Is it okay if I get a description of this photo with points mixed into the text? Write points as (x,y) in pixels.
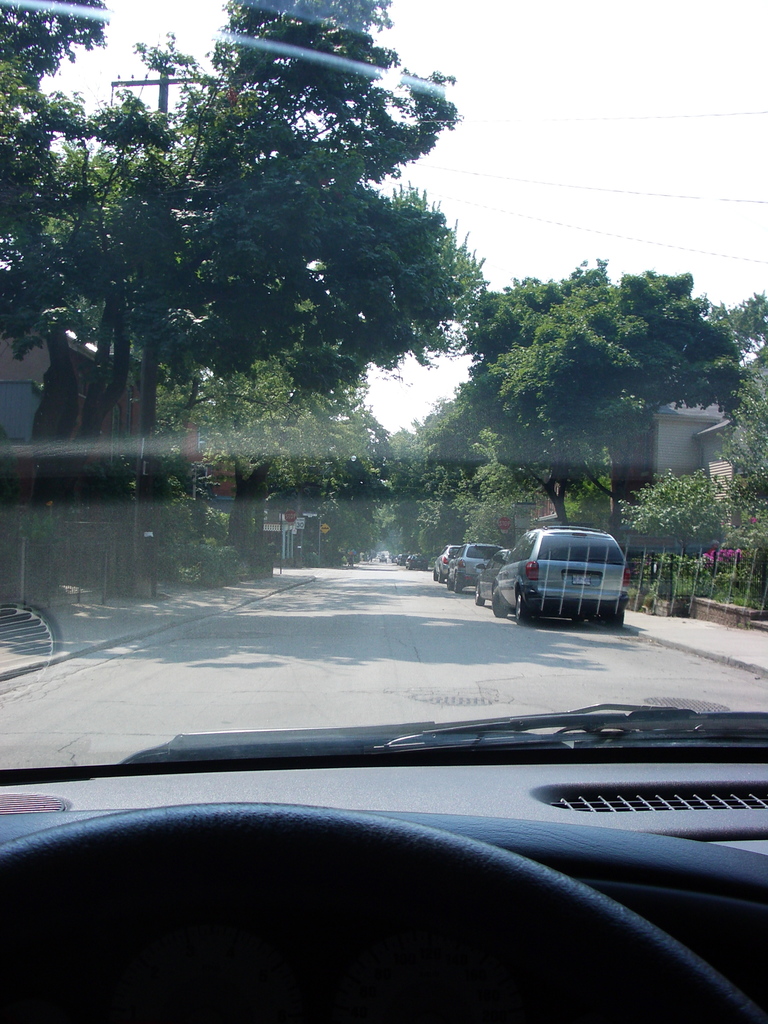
This is an image taken from inside the vehicle (272,921). Here I can see a glass (305,471) through which we can see the outside view (509,545). In the outside there are few cars (456,568) on the road (325,677). On both sides of the road (315,714) there are many trees (170,490) and buildings (32,369). At the top of the image (587,106) I can see the sky (524,103).
